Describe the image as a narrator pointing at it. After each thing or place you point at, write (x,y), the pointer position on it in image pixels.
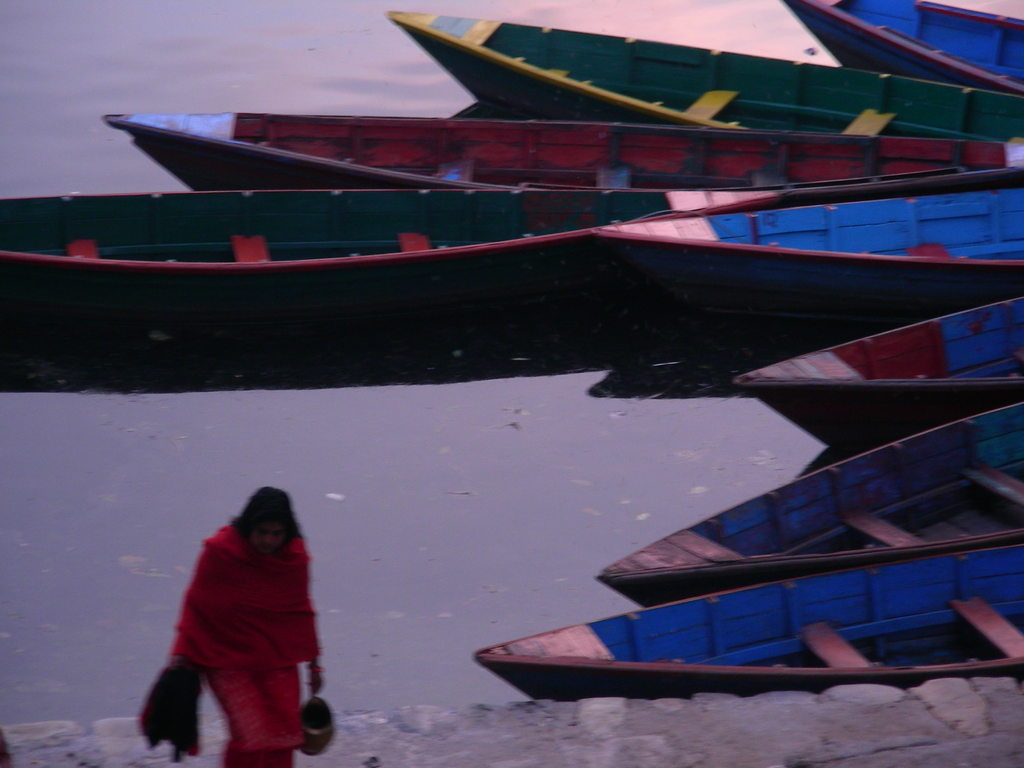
In the image there are many boats (568,277) on the lake (567,412) and a woman (242,599) walking on the left side (252,663).
